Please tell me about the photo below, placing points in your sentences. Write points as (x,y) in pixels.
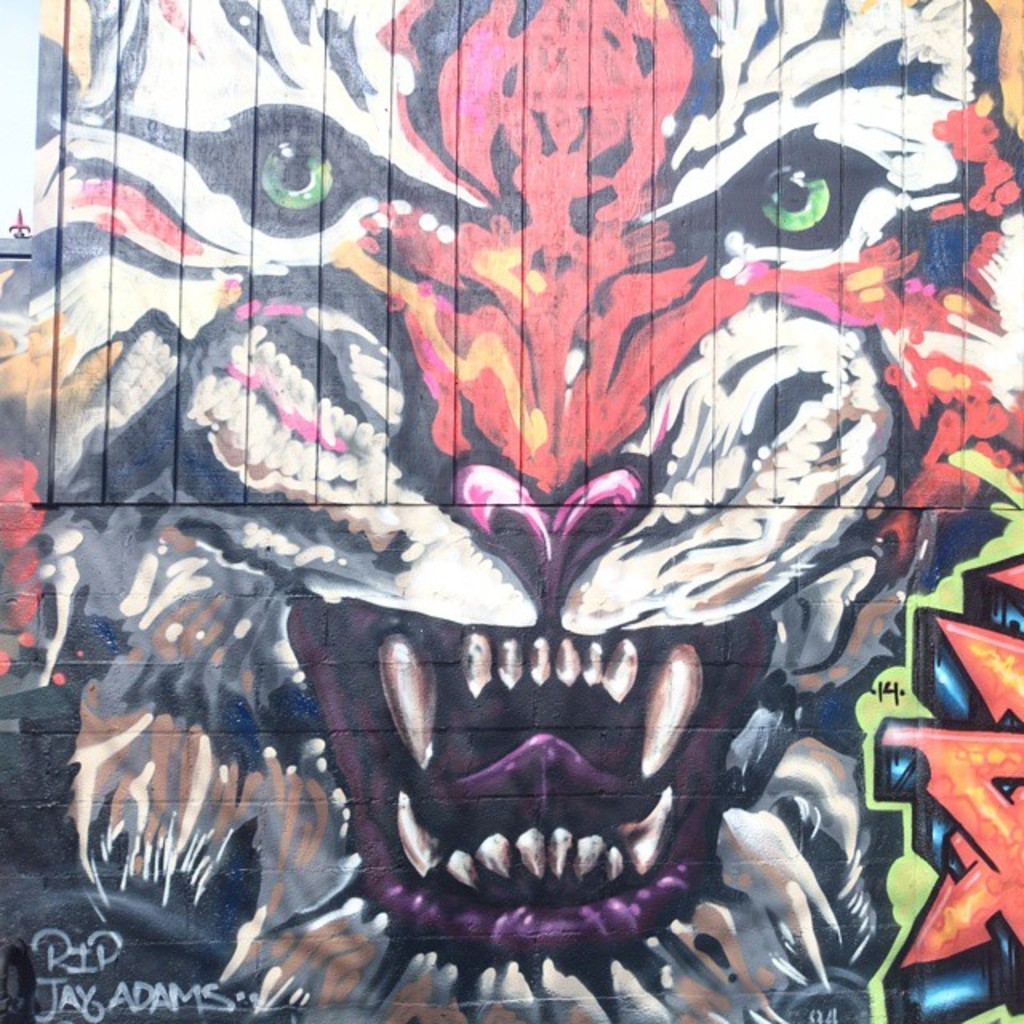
Here in this picture we can see a graffiti painting (262,272) of a tiger (570,284) represent on the wall (901,292) over there.
